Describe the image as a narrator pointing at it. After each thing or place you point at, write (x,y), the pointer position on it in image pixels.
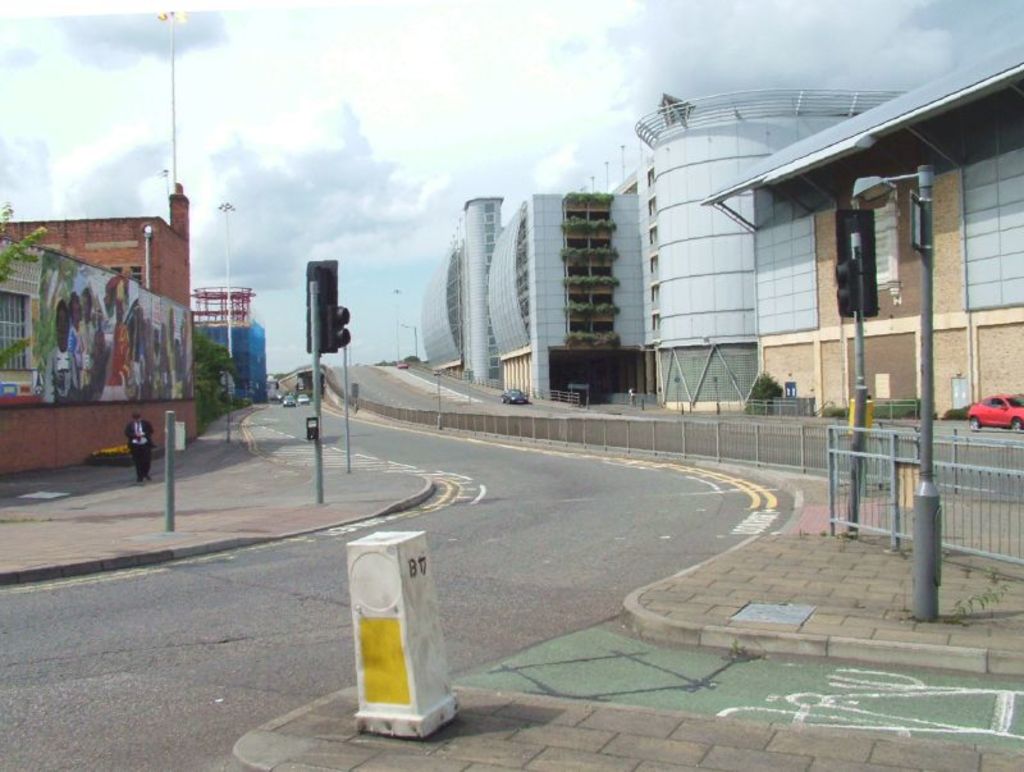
In the foreground of the image (395,644) we can see a bollard (417,629) placed on the path (466,726). On the right side of the image (1011,411) we can see a car (1002,399) group of poles (930,378), buildings (814,356). On the left side of the image (136,451) we can see a person (136,451) standing on the floor (139,519). In the background (255,339), we can see a group of buildings (205,311), traffic lights (329,330) and a cloudy sky (357,168).
